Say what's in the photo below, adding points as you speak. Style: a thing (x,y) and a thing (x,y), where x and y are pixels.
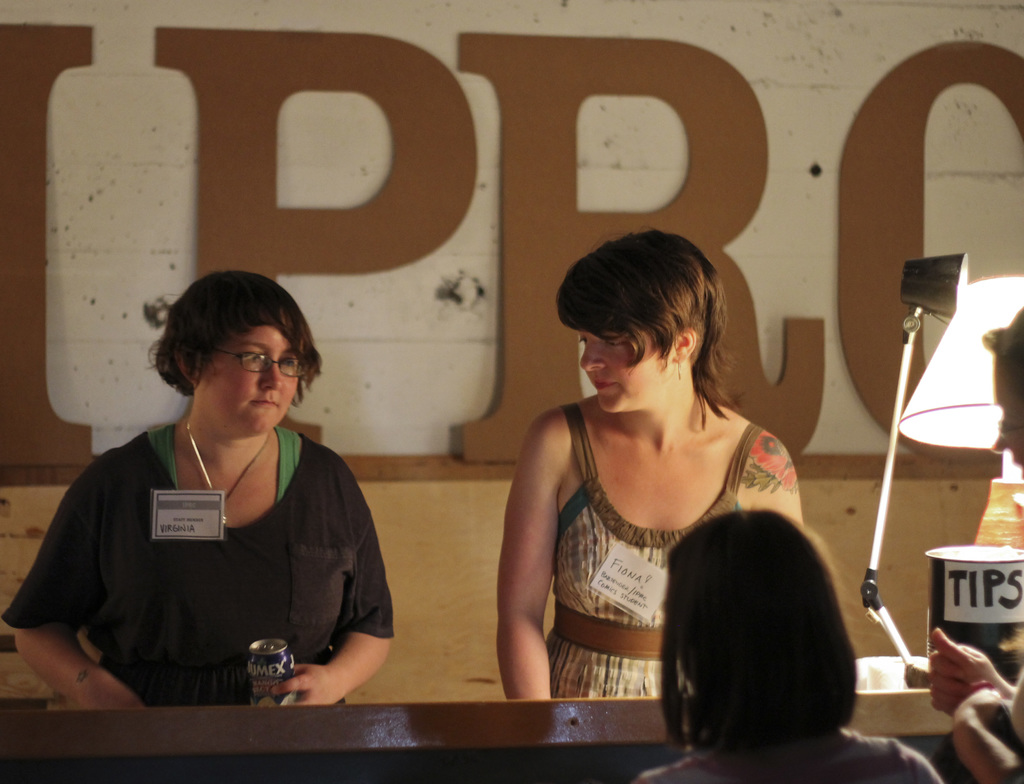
Here we have 2 ladies (641,471) who are wearing id cards (221,535) and the leftmost lady (284,624) is holding some bottle (282,661) and this lady (631,521) is looking at her. In front of them there is a desk (218,740) and at top right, we have lamp (936,366), tips box (963,600). This seems like reception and here we have 2 ladies (745,742) who are asking or inquiring.
